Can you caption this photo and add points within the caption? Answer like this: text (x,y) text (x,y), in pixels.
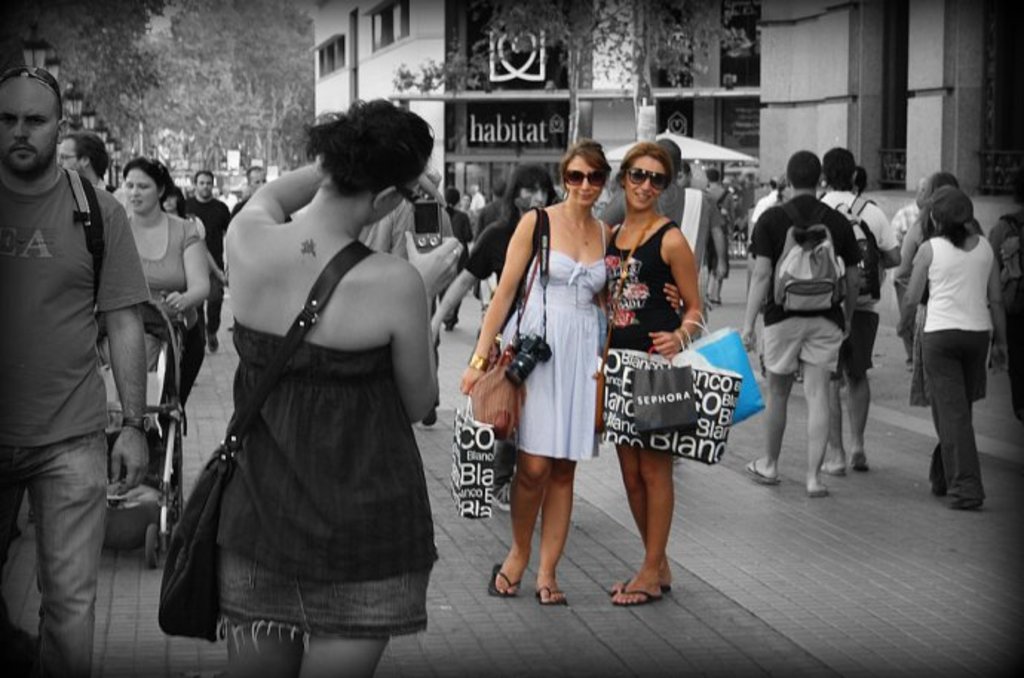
It is a black and white image there are many people (408,204) on the pavement (437,477) and among them only two women (581,272) are highlighted, in the background (464,69) there is a building (506,87).
